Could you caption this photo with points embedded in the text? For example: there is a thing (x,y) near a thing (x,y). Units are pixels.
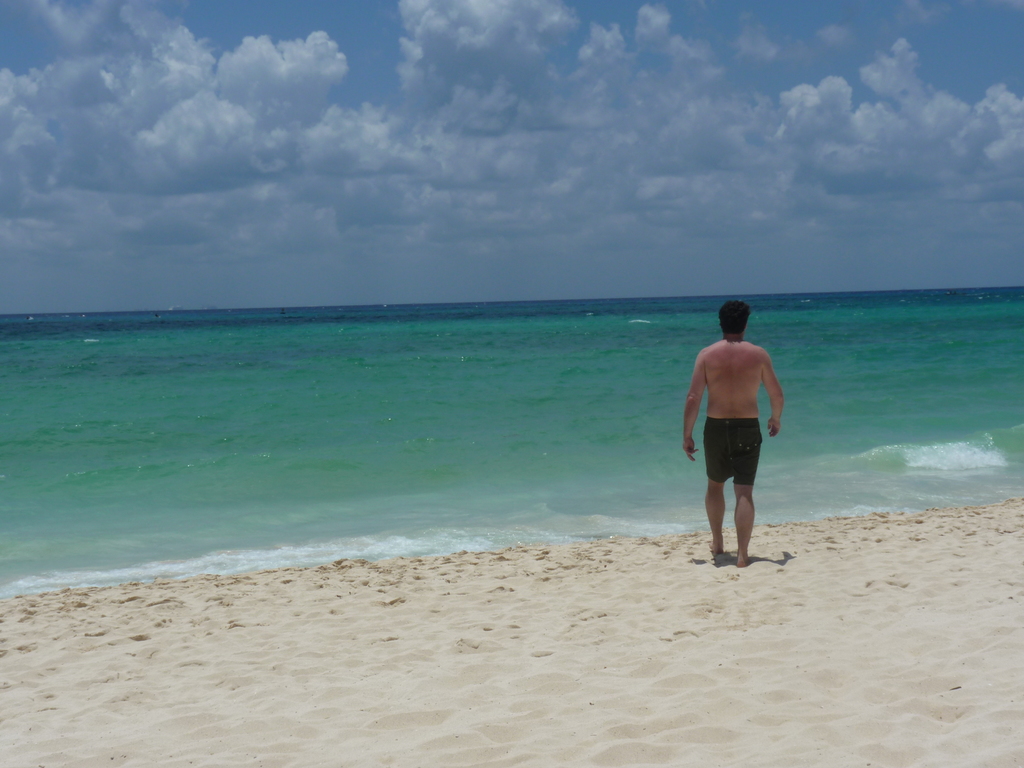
In this picture we can see a person (709,481) standing on sand (840,572) and in the background (609,137) we can see water (402,492) and sky (433,222) with clouds (433,222).
